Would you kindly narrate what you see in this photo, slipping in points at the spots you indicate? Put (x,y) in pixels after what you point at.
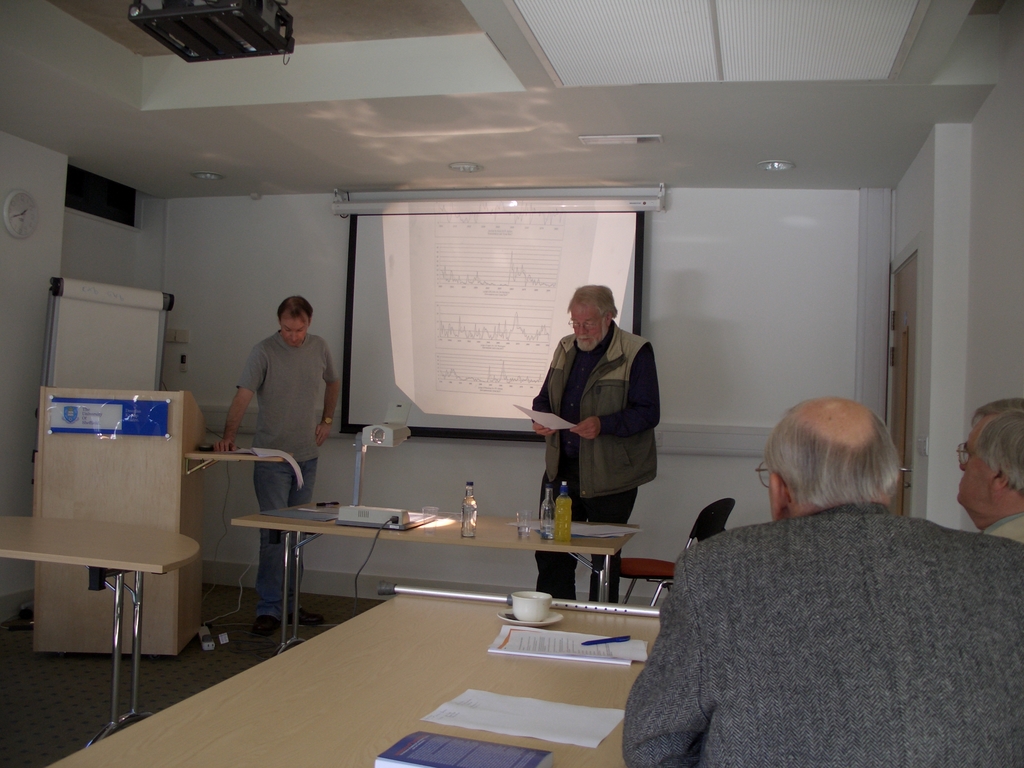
In the middle (581,436) there is a man (577,466) he wear jacket (608,456) and trouser (605,497) he is holding a paper (548,417). In the middle (564,494) there is a table (369,535) on that table (323,527) there is a bottle (463,523) and projector (384,520). on the left (288,401) there is a man (301,412) he is standing he wear t shirt (286,382) and trouser (297,500). On the right (856,589) there are two people (889,593) staring at the screen (480,332). In the background (535,273) there is a projector screen (490,284), wall (767,279) and door (909,364).
